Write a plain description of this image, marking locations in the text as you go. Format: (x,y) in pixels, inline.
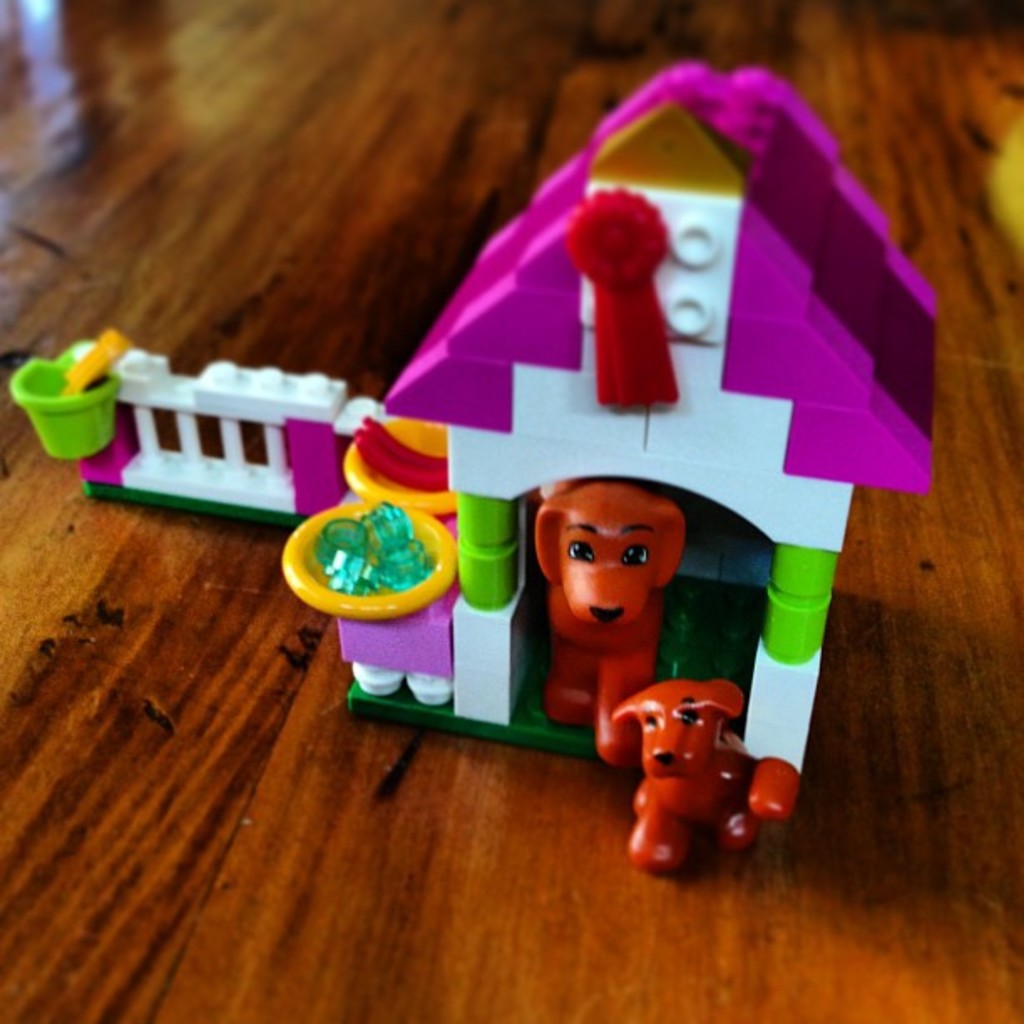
In the image there is a toy puppy house (502,326) kept on a wooden surface (375,821).
